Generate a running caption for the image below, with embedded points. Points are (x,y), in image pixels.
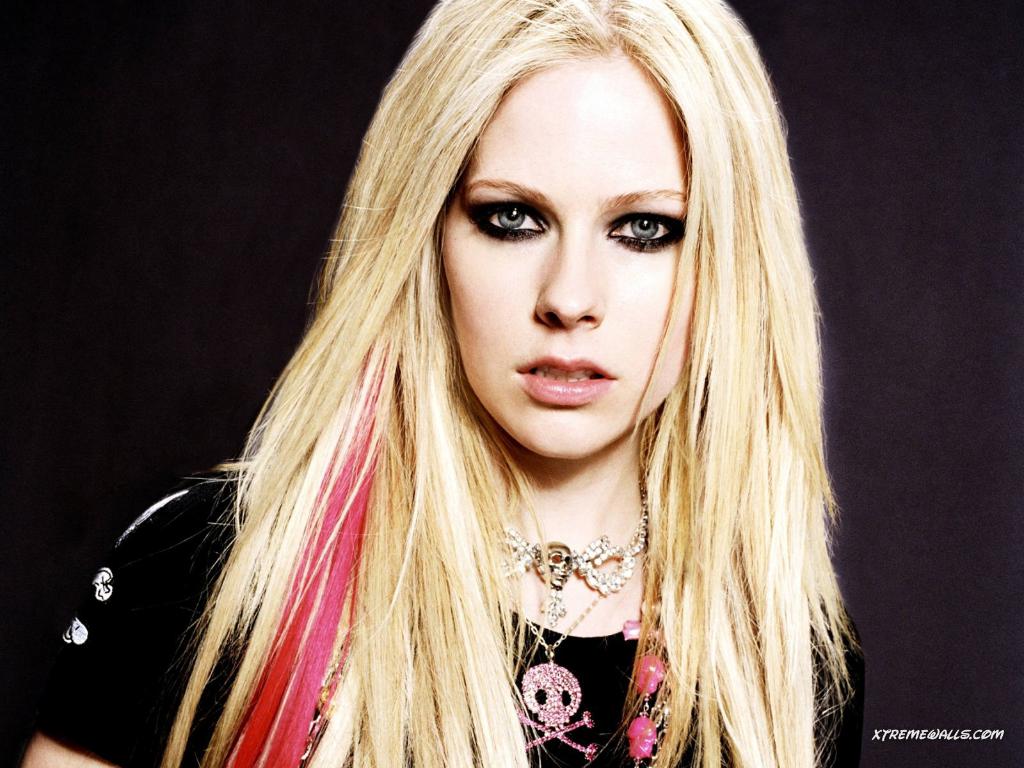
This is a zoomed in picture. In the foreground (755,327) there is a person (483,587) wearing a black color t-shirt (181,583) and seems to be standing. The background of the image (881,69) is very dark. At the bottom right corner (961,732) there is a watermark (925,734) on the image.
